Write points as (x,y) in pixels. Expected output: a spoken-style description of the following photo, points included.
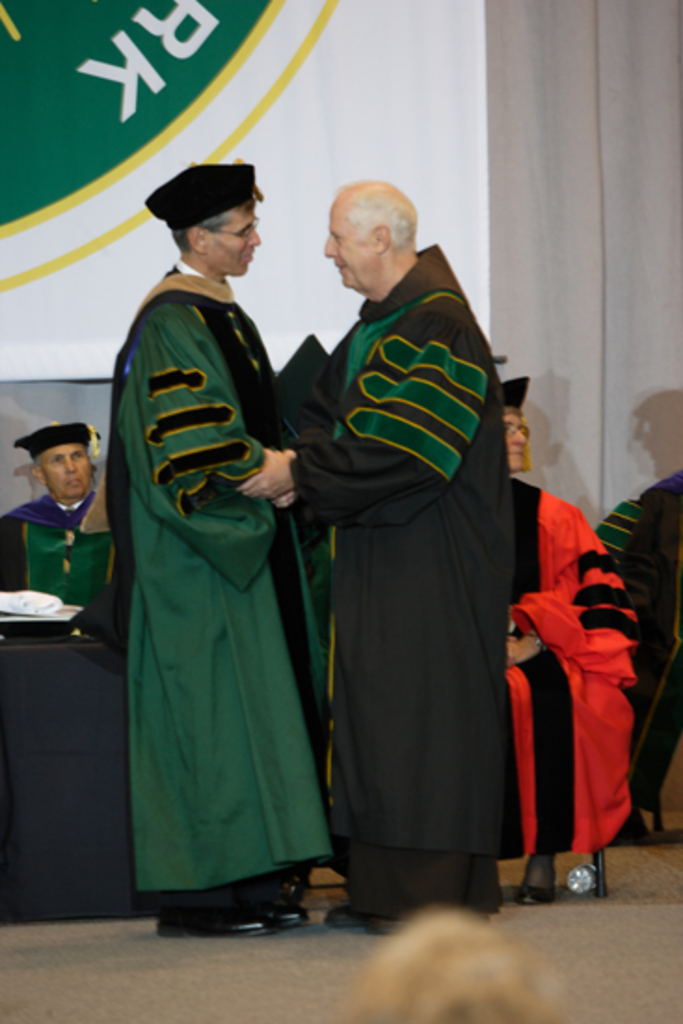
In the image there are two delegates (210,477) greeting each other and behind them there are few people (36,518) sitting on the chair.
